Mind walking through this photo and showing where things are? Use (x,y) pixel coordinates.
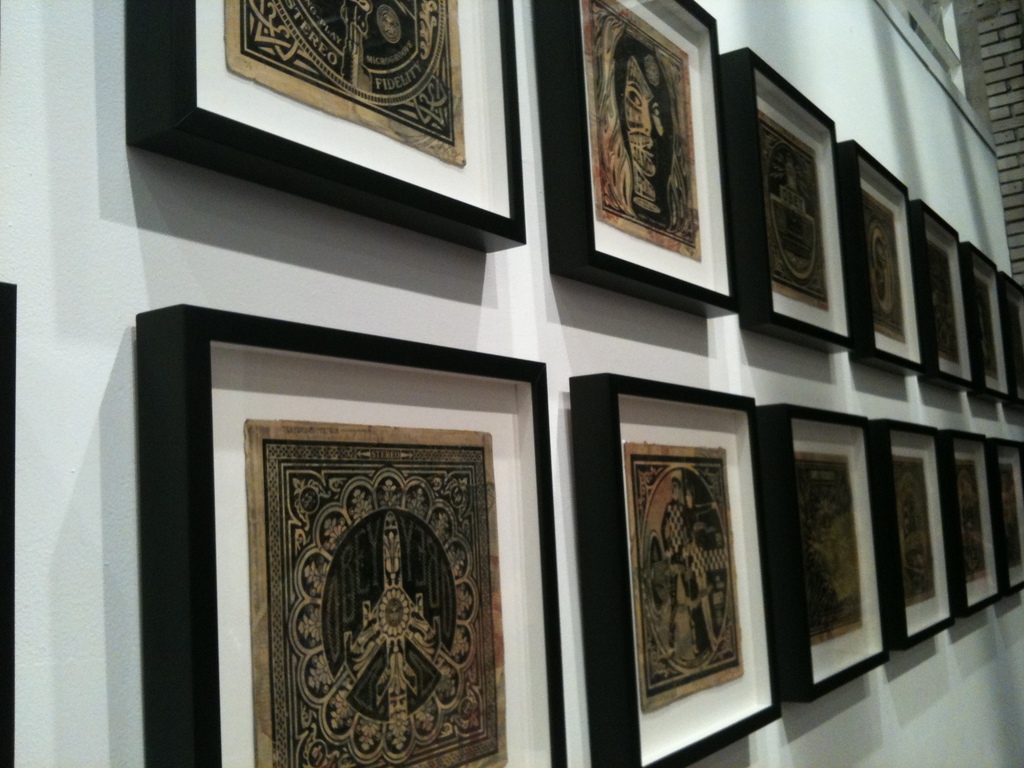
In the image on the wall (941,716) there are many frames (501,401) with images (723,547) and with the black color borders (562,208) to the frames (966,289). In the top right corner of the image (1010,76) there is a brick wall (1008,212).
